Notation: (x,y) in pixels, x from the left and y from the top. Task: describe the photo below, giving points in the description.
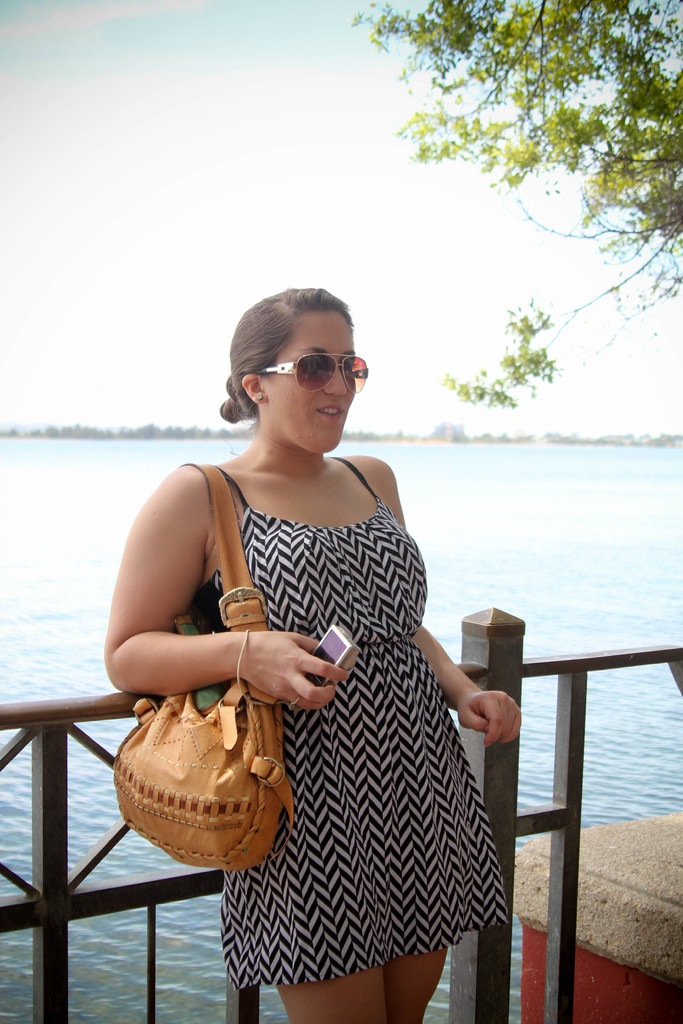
This is woman (354,676) standing wearing a handbag (218,728) and goggles (305,375). She is holding a camera (318,656) in her hand (306,701). And at background (455,555) I can see a water (513,476) which looks like a river (549,465). This is a tree (632,128).
